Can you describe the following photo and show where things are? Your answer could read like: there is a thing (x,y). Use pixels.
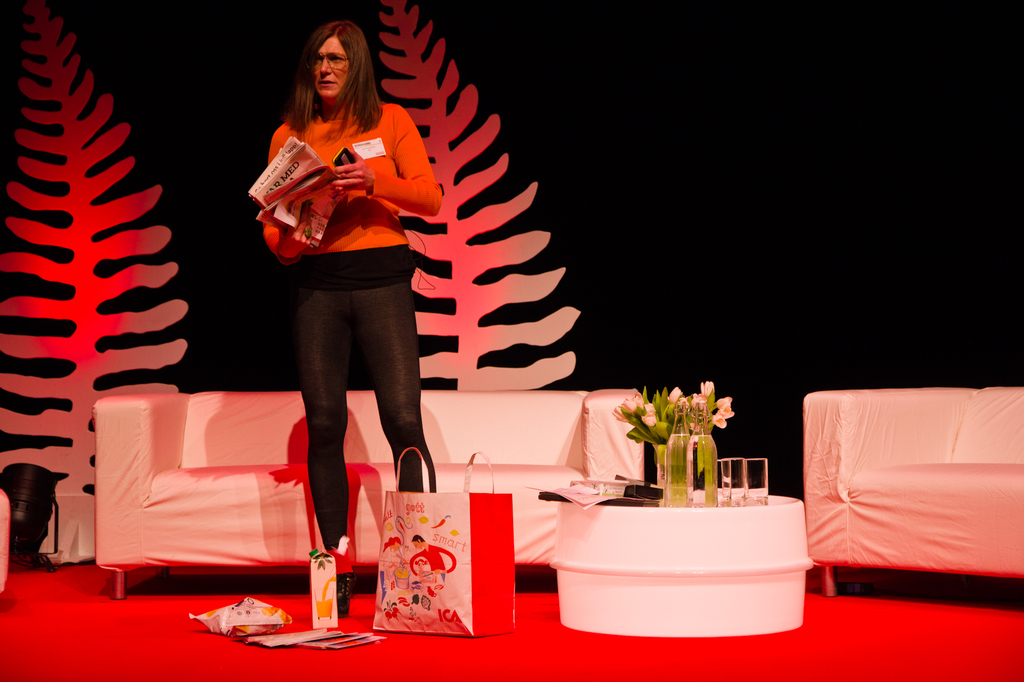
This picture describes about a standing woman (312,268), she is holding a news paper (321,213) and a mobile (346,165) in her hand (361,168), in front of her we can see a bag (419,559) and bottle (326,588), and also we can see a flower vase (644,431), bottles (677,480), glasses (747,483) on the table (692,529).
